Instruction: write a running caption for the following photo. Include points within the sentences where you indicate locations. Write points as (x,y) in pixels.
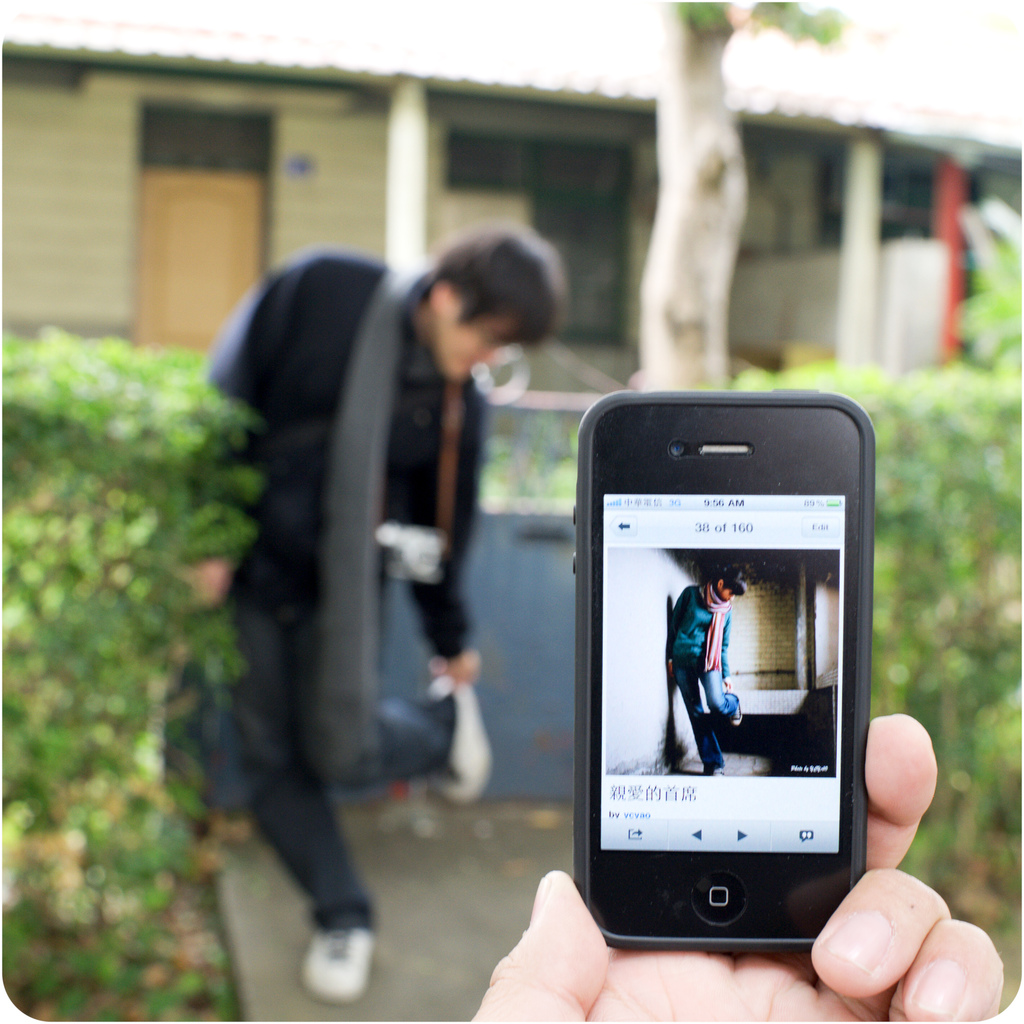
There is a person (705,954) who is holding a mobile (582,531) showing an image, and there is a person (345,983) who is standing on the floor (388,952), near plants (1004,510) and a tree (738,20). In the background (657,82), there is a building (543,57) which is having roof (342,44).
